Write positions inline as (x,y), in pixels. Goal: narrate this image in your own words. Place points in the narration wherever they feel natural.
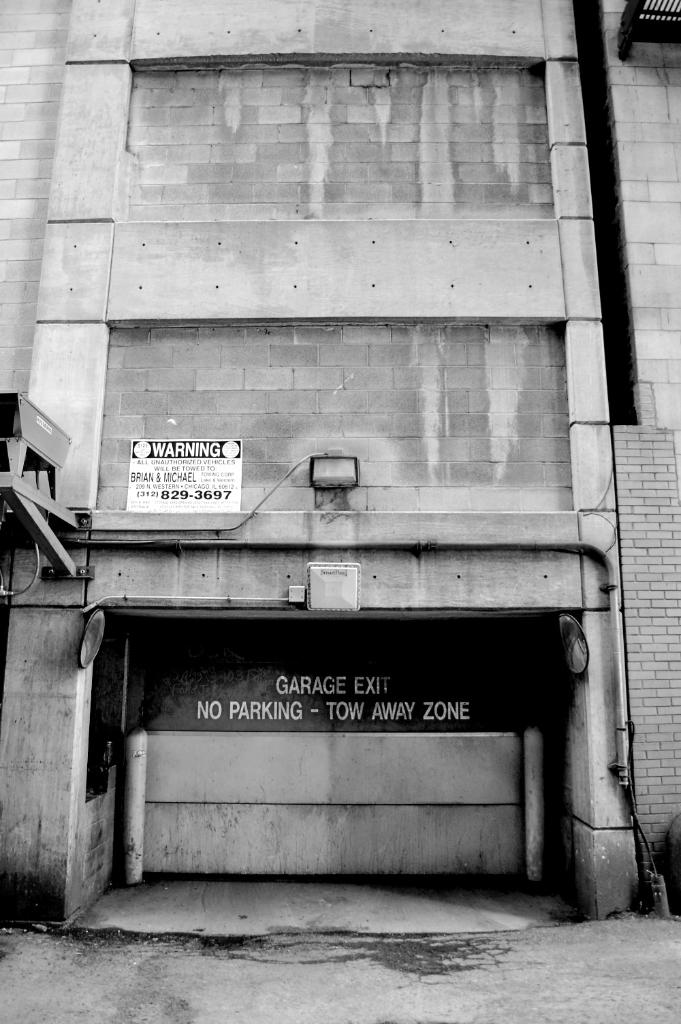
This is a black and white image in this image there is one building (335,620), and on the building (271,607) there are some boards (211,450) and on the board (210,451) there is some text (201,453). At the bottom (161,949) there is a road (371,962).
